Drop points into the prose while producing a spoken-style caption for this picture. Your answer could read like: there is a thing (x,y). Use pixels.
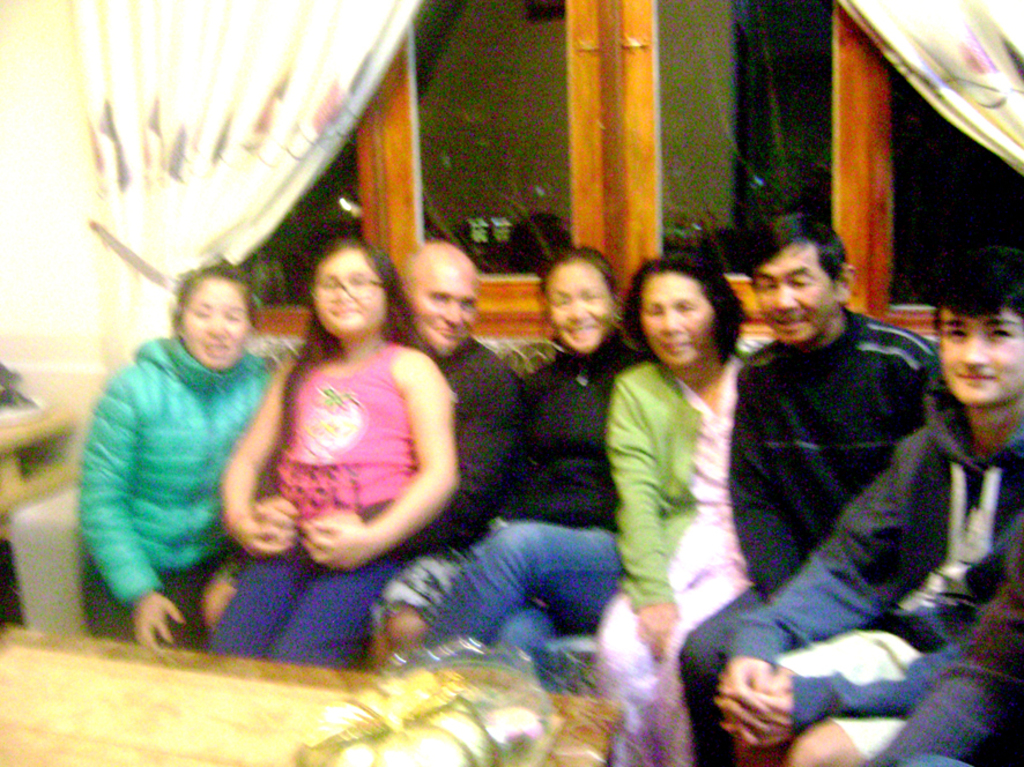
This image is slightly blurred, where we can see these people (412,392) are sitting on the sofa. Here we can see the table (97,686) on which we can see an object (519,715) is placed. In the background (628,87), we can see glass windows (500,108) and the curtains (232,148).
